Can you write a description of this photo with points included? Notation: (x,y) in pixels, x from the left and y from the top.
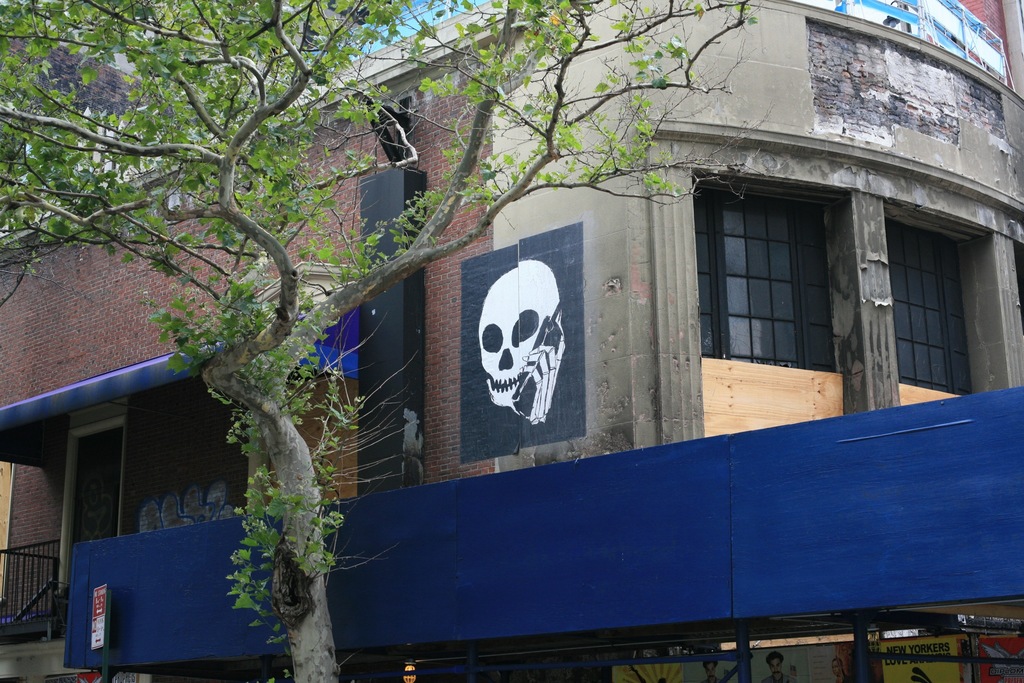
In the picture we can see the tree (245,552) and behind it, we can see a building (176,504) with windows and a painting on the wall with a skull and beside it we can see a door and a railing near it.
